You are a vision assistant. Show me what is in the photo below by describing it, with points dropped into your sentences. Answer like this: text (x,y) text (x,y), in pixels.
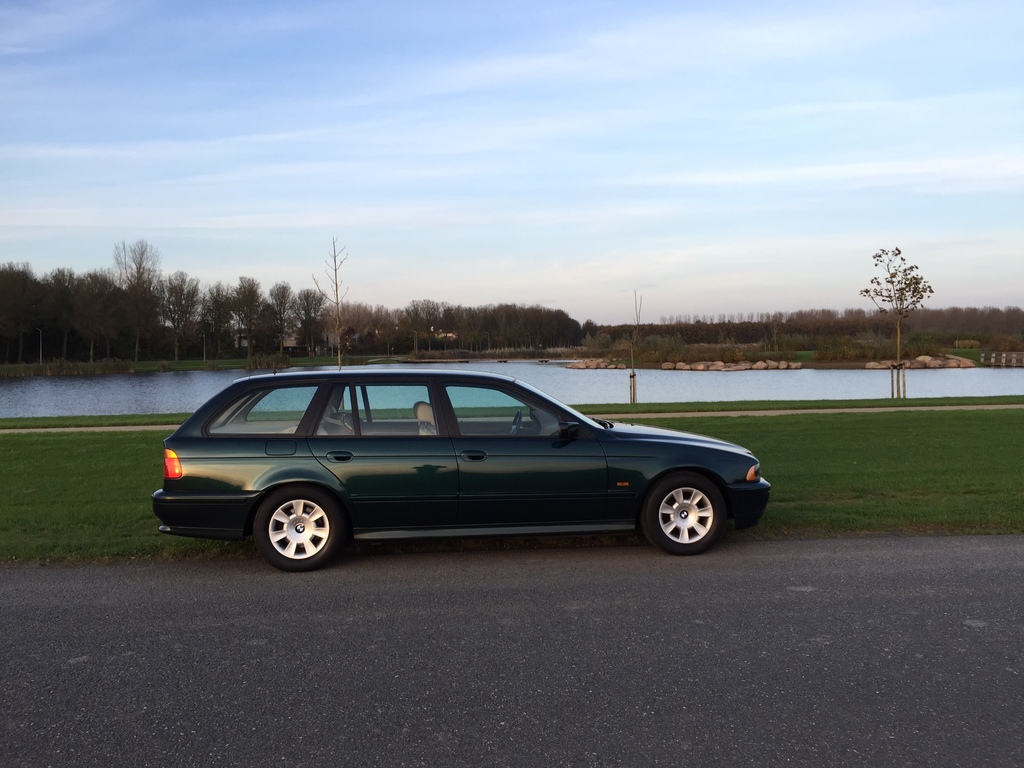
This picture is clicked outside on the road (917,615). In the center (419,442) there is a car (478,416) parked on the ground (783,544). In the background (890,442) we can see the green grass (914,447), a water body (847,393), trees (697,335), rocks (722,367) and the sky (701,138).
